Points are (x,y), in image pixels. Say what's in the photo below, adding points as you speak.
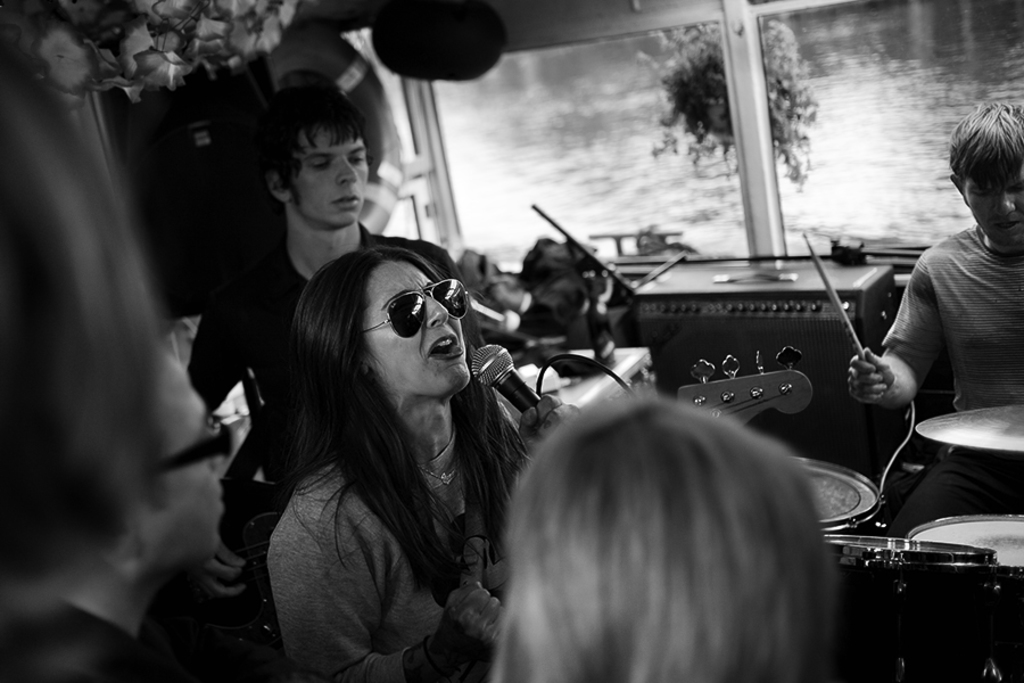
In this a lady (369,438) is holding a mic (504,383) in her hand (536,423) and singing. In the background (943,294) we observe some people (928,318) playing musical instruments (756,392) and there is a glass window (816,85) in the background (620,112).
